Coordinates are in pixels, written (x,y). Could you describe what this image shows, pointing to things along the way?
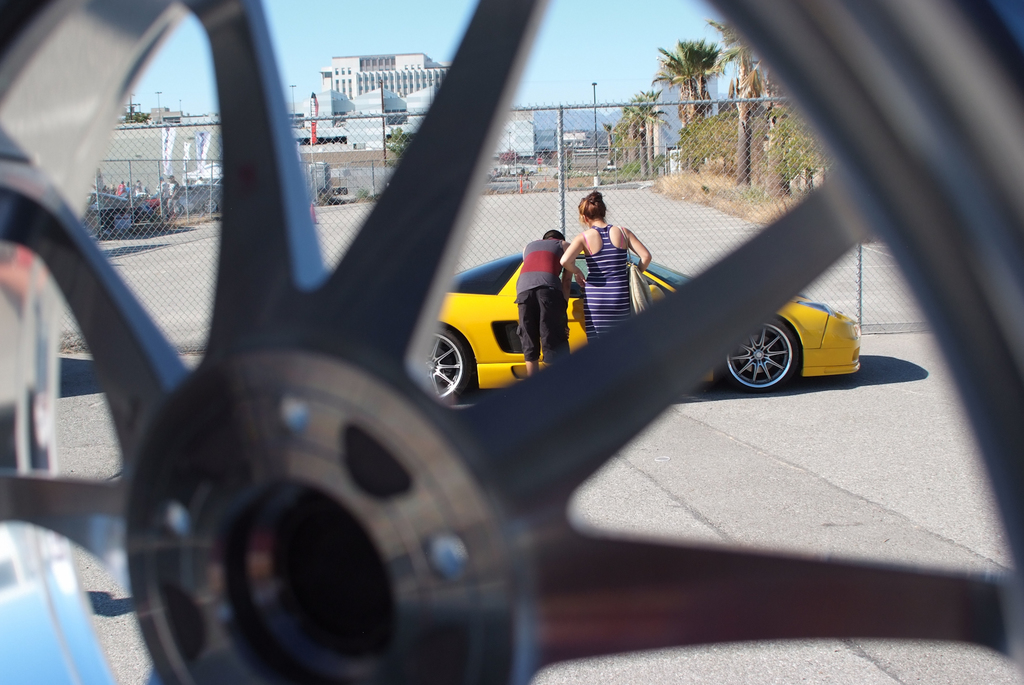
In this image I can see the wheel (456,428). In the background (555,350) I can see the two people (555,340) standing at the vehicle (456,325). I can see these people (529,318) are wearing the different color dresses (540,309). To the side I can see the railing (522,232). In the background (167,210) I can see few more people (178,196), boards (171,174), poles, many trees (743,160) and buildings (389,99). I can also see the sky (384,41).
